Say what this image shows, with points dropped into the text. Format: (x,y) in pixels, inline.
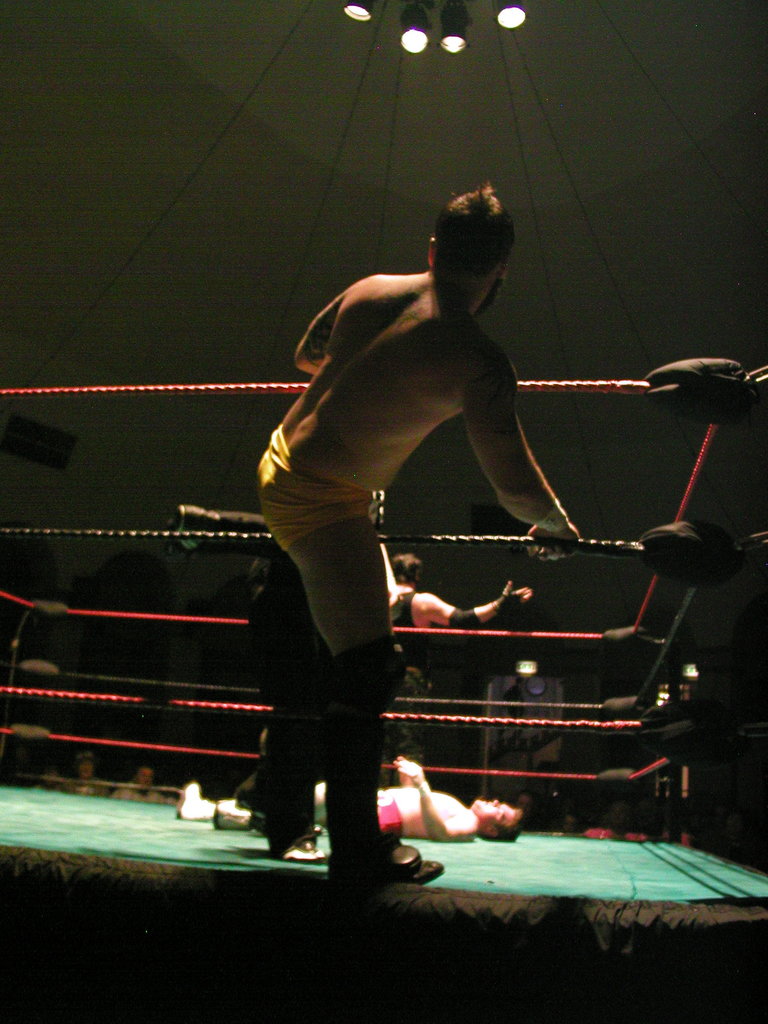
In this image we can see people (391,806). At the bottom (475,836) there is a person (392,818) lying and there are ropes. At the top (449,11) there are lights (352,10).
